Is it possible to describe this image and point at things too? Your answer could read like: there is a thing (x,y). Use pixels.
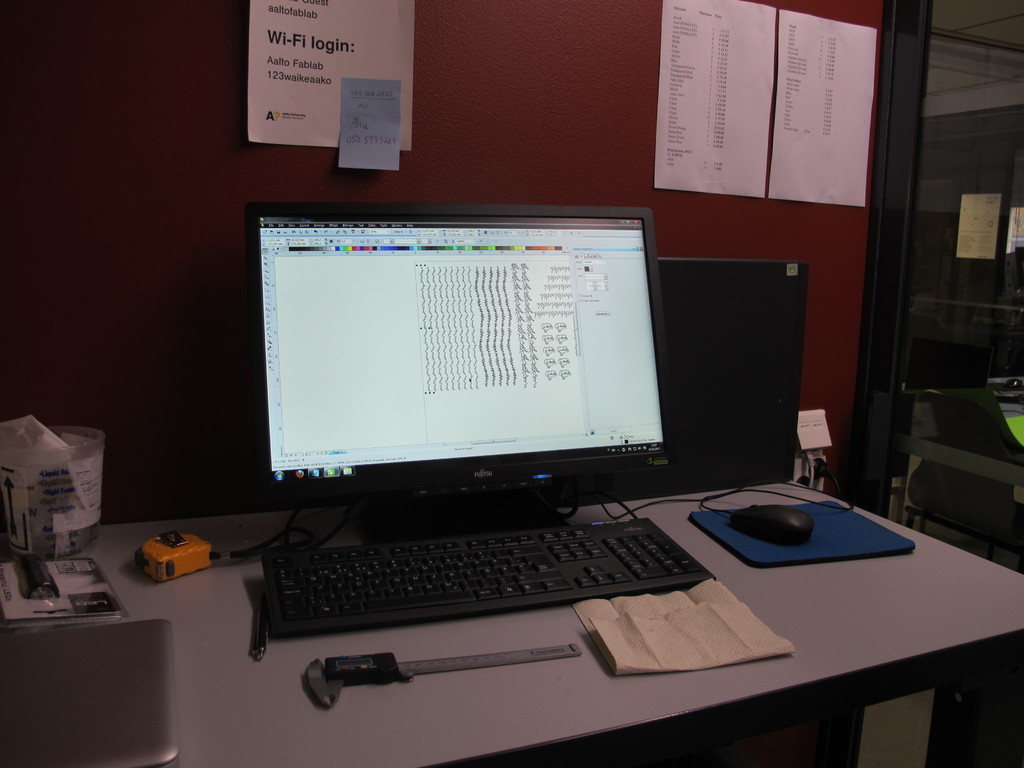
There is a monitor (512,346), keyboard (536,552), paper (687,601), mouse (771,528) and some objects (164,557) on the table (536,719). In the background (516,79), there is a wallpaper (531,115) and quotation (340,61) on the paper (286,58).
